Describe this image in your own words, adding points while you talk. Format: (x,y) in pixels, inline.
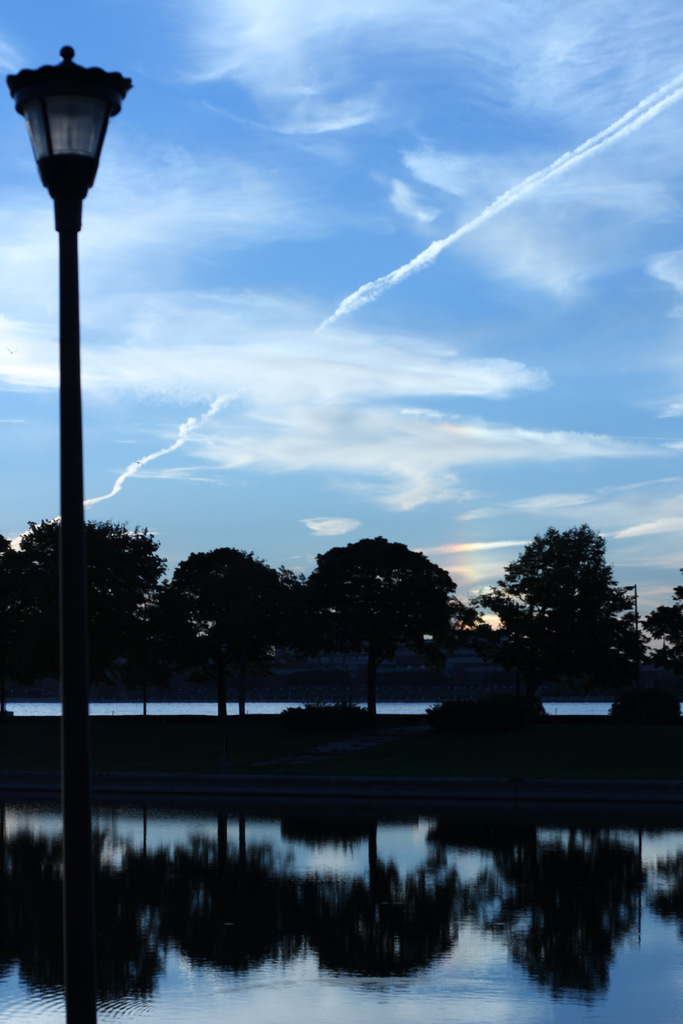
In the image in the center (337,571) we can see water (321,876), pole (62,209) and trees (422,614). In the background (499,266) we can see sky (453,241) and clouds (6,342).
